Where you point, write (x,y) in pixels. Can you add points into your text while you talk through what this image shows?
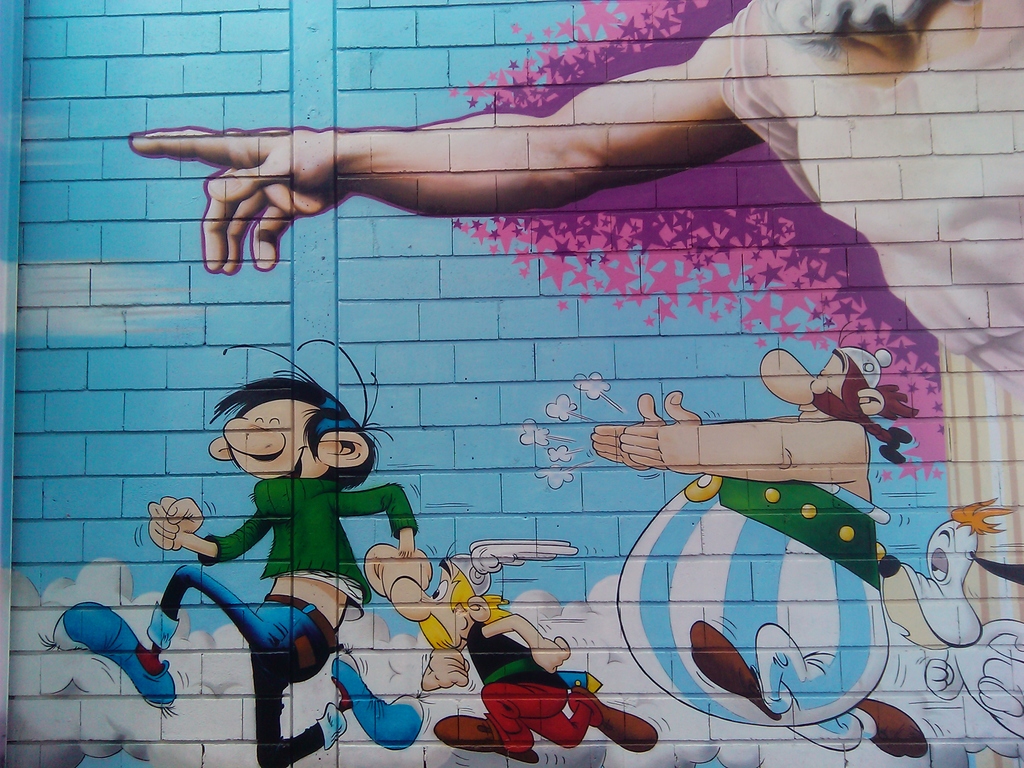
In this image there is a wall (775,273), and on the wall (289,554) there is painting (278,460) of persons (520,663) and a dog (1020,566).
